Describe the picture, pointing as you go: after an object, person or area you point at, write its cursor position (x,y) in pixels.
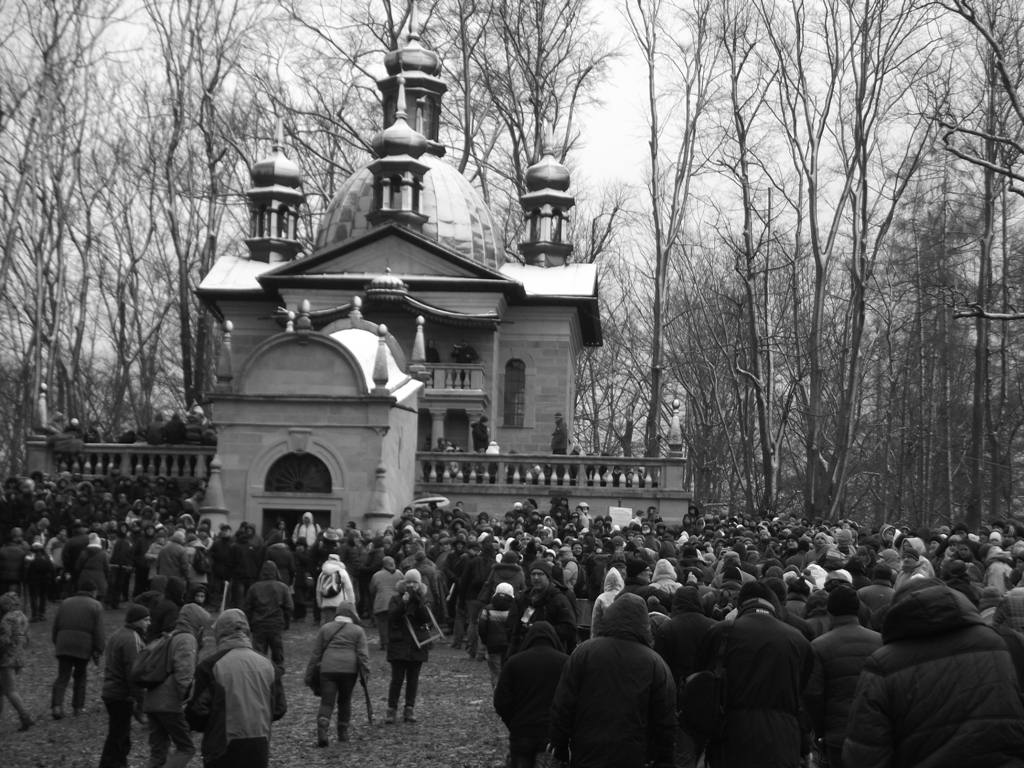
This is a black and white image. In this image we can see many people (700,579). In the back (323,400) there is a building (238,369). In the background (144,412) there are trees (728,266). Also there is sky (672,96).
